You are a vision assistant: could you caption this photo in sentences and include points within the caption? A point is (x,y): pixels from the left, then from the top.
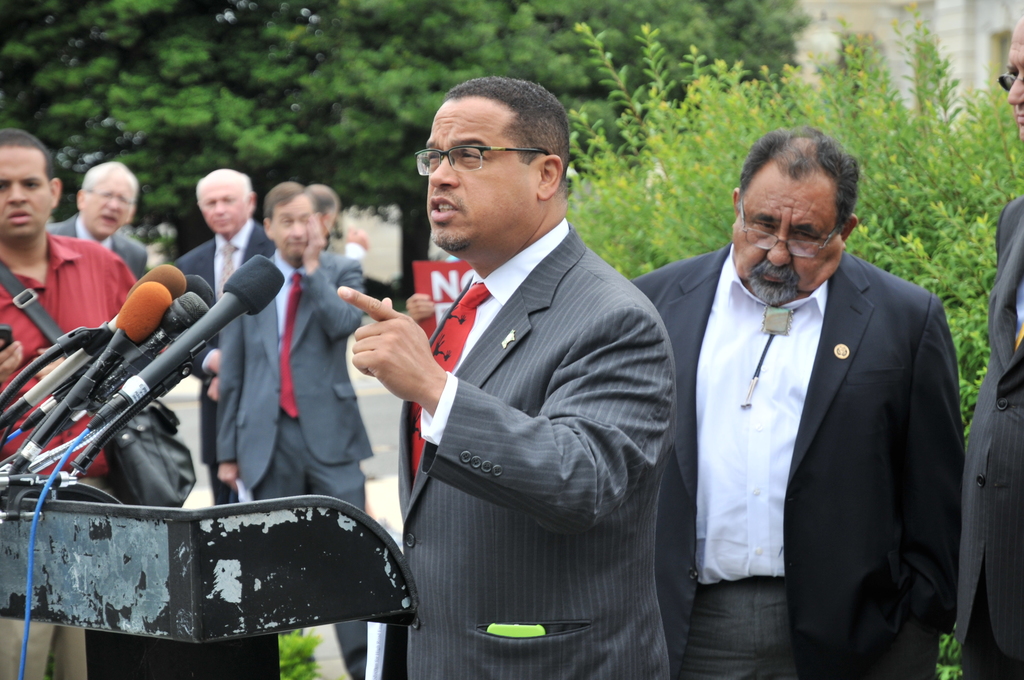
In the foreground of the picture (624,463) there are people (843,413), mics (95,333), cable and podium (96,544). In the center of the picture (620,237) there are people (276,262) standing and there are plants (668,118). In the background (390,54) there are trees (387,45) and building (975,27).
